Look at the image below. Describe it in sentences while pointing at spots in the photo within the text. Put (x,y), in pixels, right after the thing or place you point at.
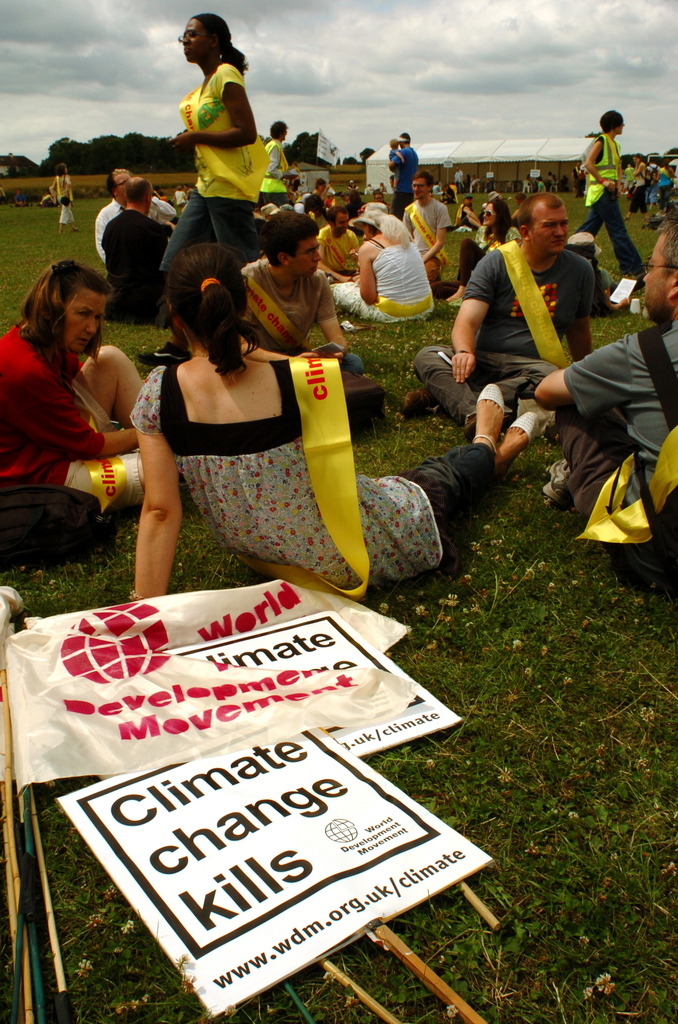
In this image, we can see people (207,426) and are wearing sashes (404,301). In the background (121,146), there are trees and there are boards (439,879) and flags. At the top (350,94), there are clouds (343,76) in the sky (343,52).
